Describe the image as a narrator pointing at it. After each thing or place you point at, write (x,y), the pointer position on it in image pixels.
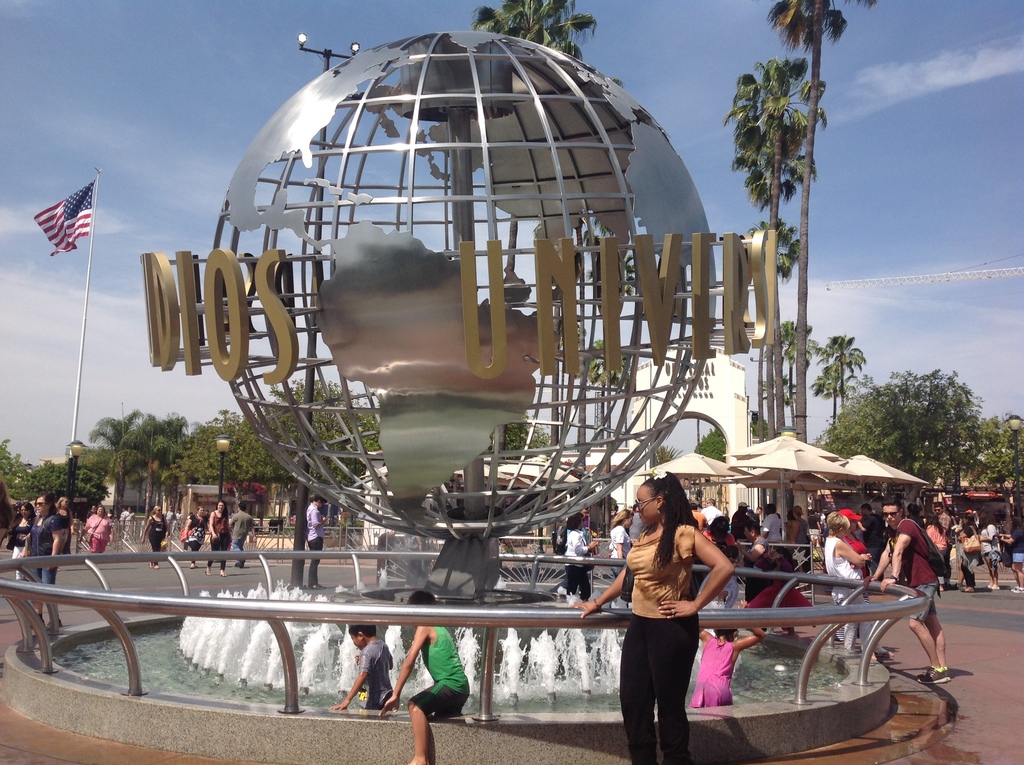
In this picture I can see there are trees (618,371), there is a metal globe (513,368) and there is something written on the globe (540,357). There is a fountain (215,677) here and there are some children (714,649) in the fountain (609,647). In the backdrop (137,428) there is a flag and there are trees (775,224).
